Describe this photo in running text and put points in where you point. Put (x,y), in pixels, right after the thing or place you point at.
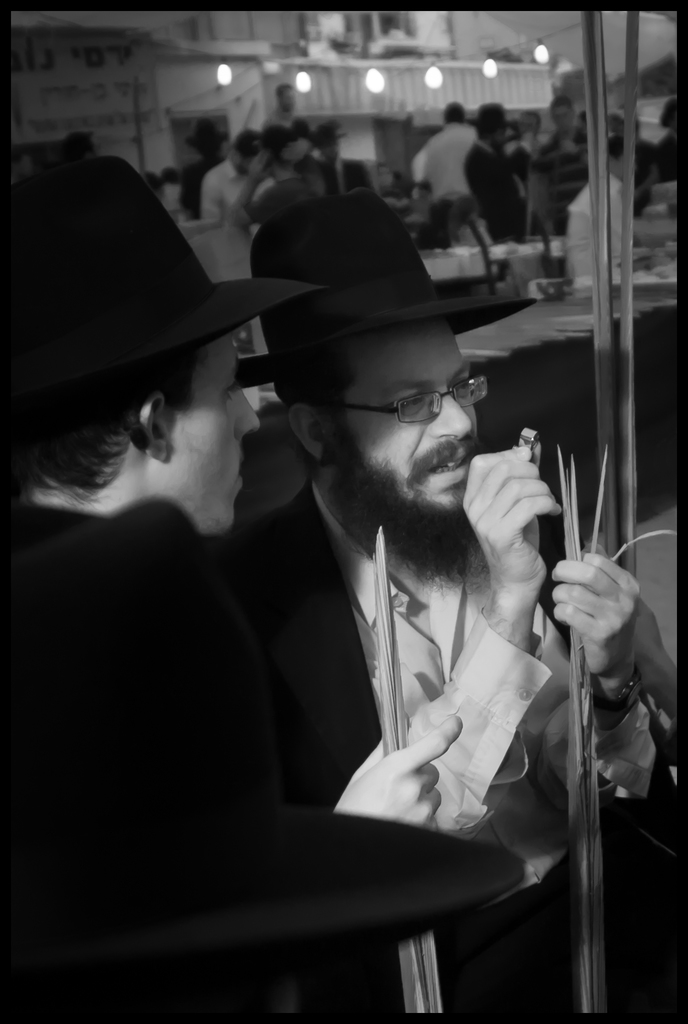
In this picture I can see two persons (339,517) wearing hats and holding some objects (388,603), behind I can see few people (486,172), some tables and lights (375,74) to the buildings (202,98).
